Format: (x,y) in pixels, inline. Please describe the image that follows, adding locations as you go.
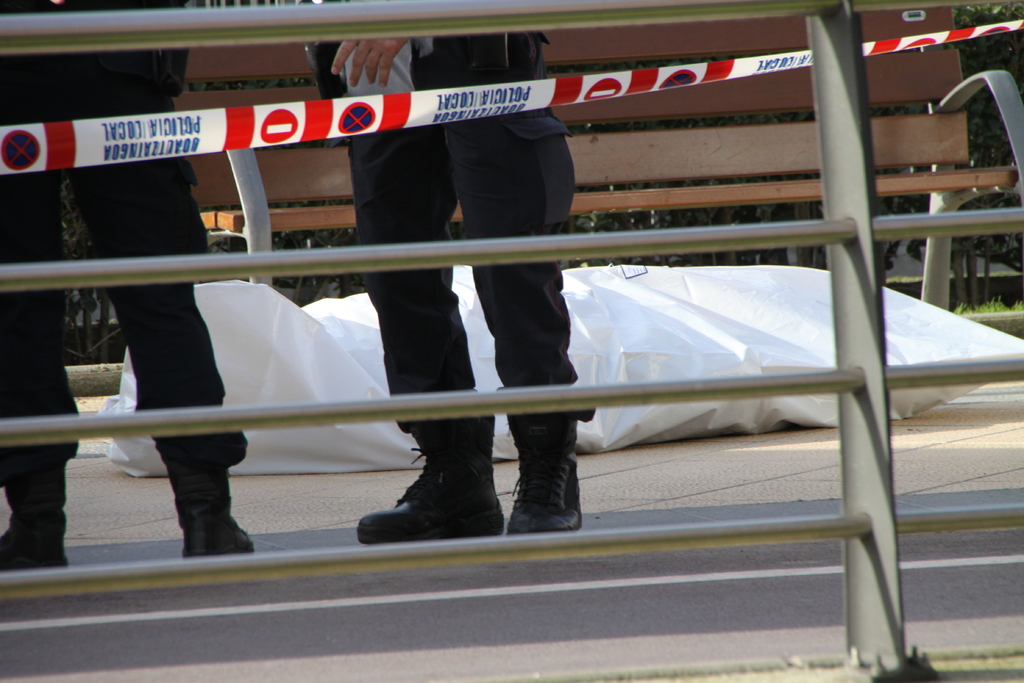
In the picture there is a railing (486,244). In the background (482,231) we can see two people (99,208) are standing and we can see some objects (700,368).
